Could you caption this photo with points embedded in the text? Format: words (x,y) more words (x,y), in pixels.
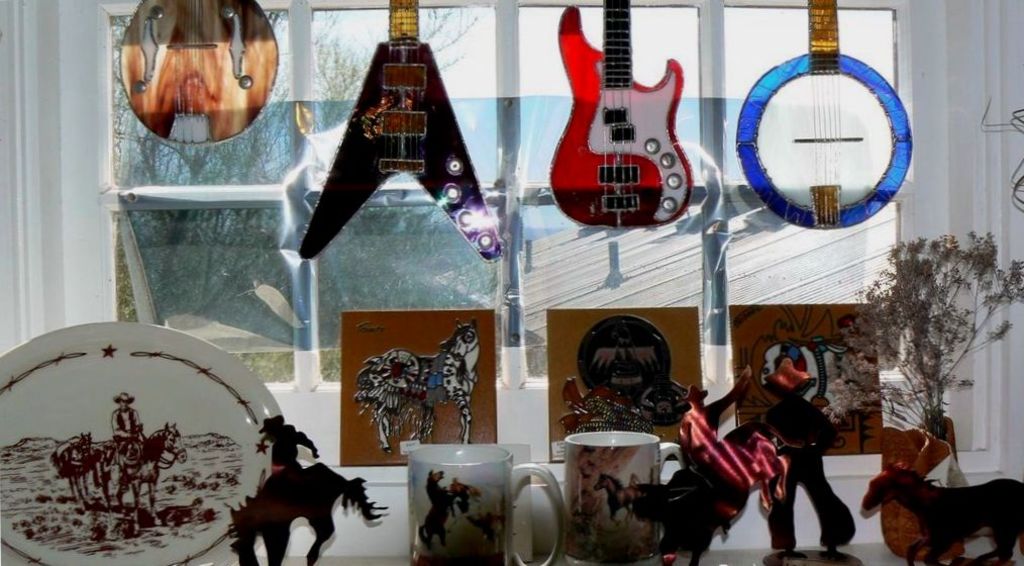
In this picture we can see two cups (614,502). On the cup (614,502) there is a horse (611,494). And this is the plate (177,455), on the plate (183,484) there is a painting (181,475). And on the background (265,81) these are the guitars (613,123). This is the glass (241,266) and these are the frames (832,362).
